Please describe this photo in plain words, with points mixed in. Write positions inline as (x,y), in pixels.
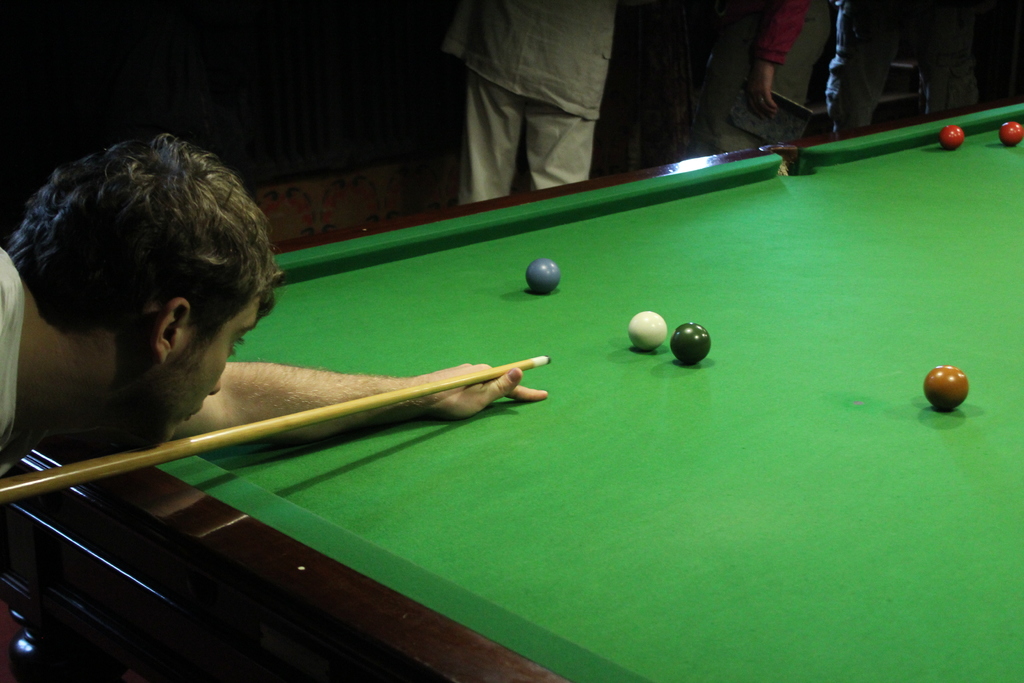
In this image I can see a person (90,399) is holding a stick (24,495) in his hands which is cream in color. I can see a billiards table (575,471) which is green in color and few balls (680,353) on it. In the background (775,20) I can see few other persons (740,76) standing.
